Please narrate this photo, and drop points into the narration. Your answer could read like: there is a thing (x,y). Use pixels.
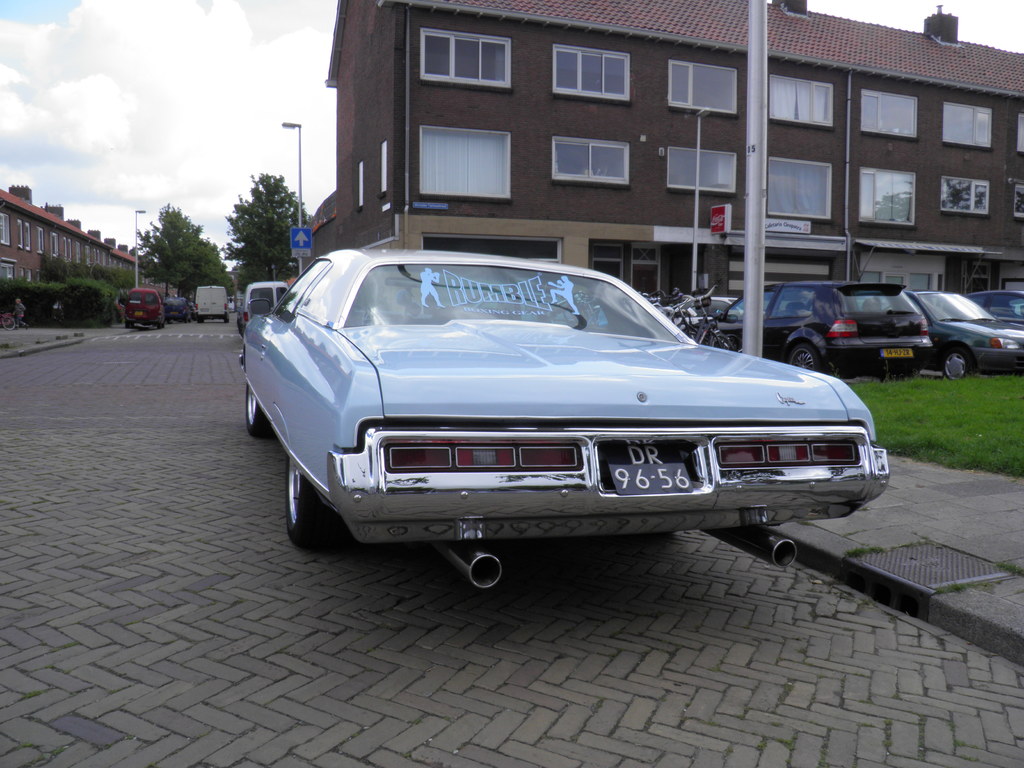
In this image there is a building (915,276) in front of them there are cars (446,466) on the pavement (116,348), beside them there are some poles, plants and trees (159,245).
